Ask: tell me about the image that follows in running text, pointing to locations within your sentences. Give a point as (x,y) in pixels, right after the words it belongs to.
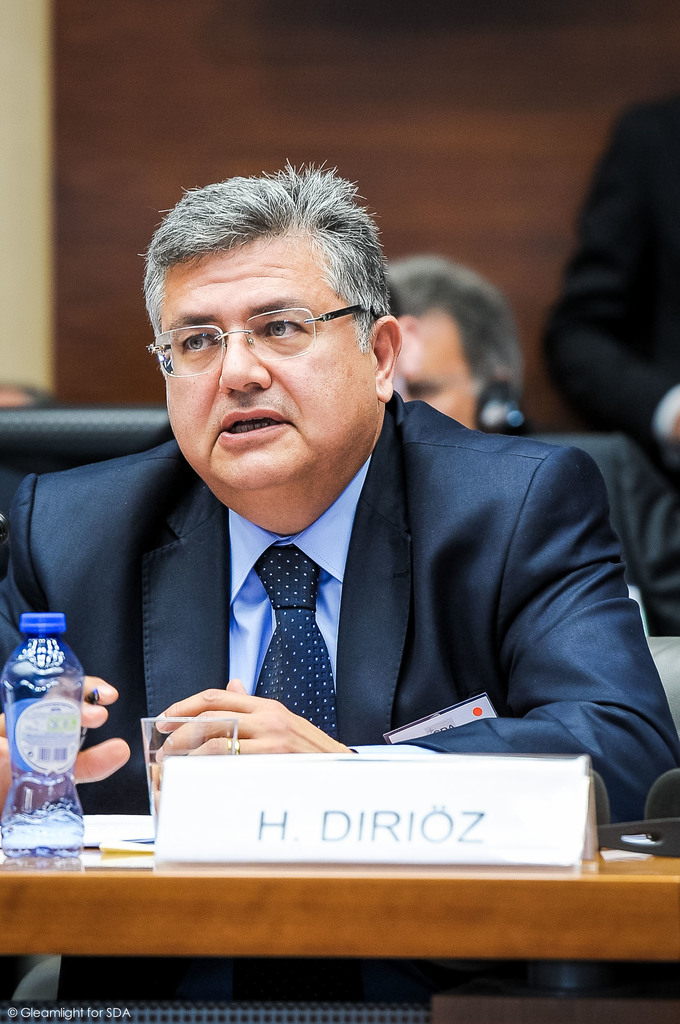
In this image, there is a person (433,576) wearing clothes (377,513) and spectacles (261,348). This person (297,435) sitting in front of this table (511,906). This table (440,937) contains water bottle (50,804), glass (155,760) and headphones (628,824). There is a person (483,316) behind this person (308,430).
